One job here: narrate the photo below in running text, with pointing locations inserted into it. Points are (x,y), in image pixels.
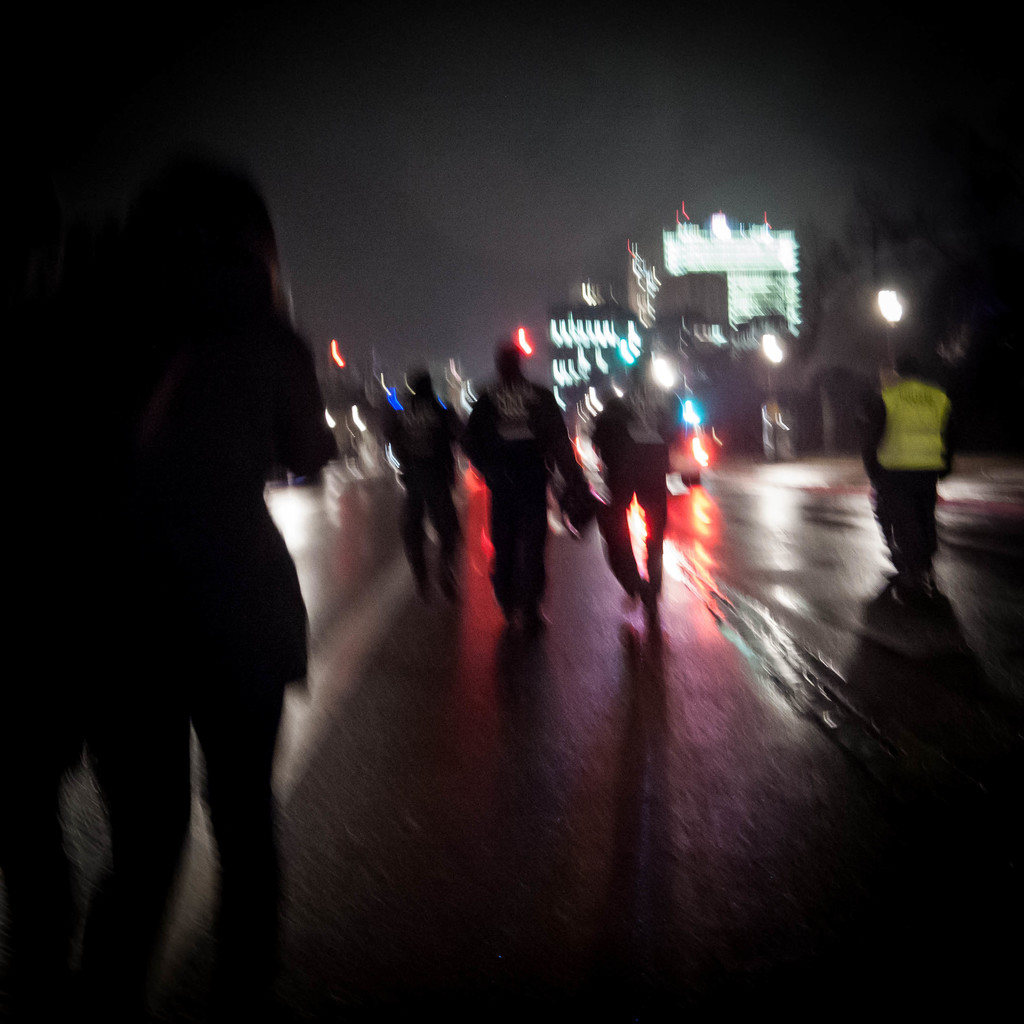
In this image I can see the group of people (182,605) walking on the road (596,577). To the right (709,264) I can see the building (594,319) with lights (600,367) and there is a black background (518,45).
